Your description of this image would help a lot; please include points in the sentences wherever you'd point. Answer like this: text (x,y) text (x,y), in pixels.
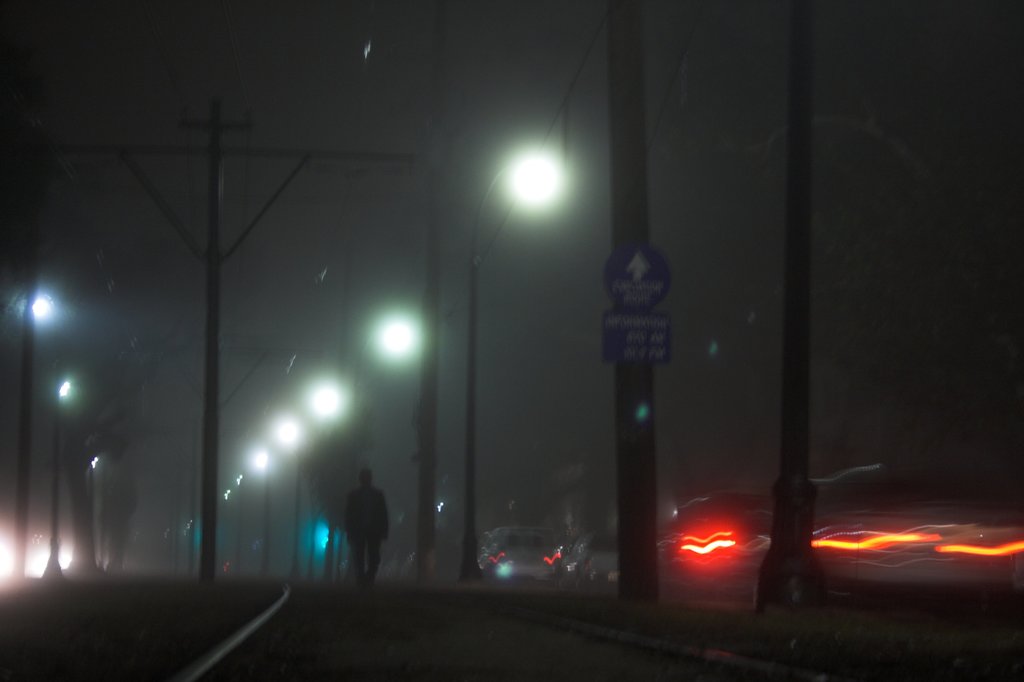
In the picture I can see one person (364,507) is walking. On the right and left side of the image (327,531) I can lights (865,537), And this is dark image.
